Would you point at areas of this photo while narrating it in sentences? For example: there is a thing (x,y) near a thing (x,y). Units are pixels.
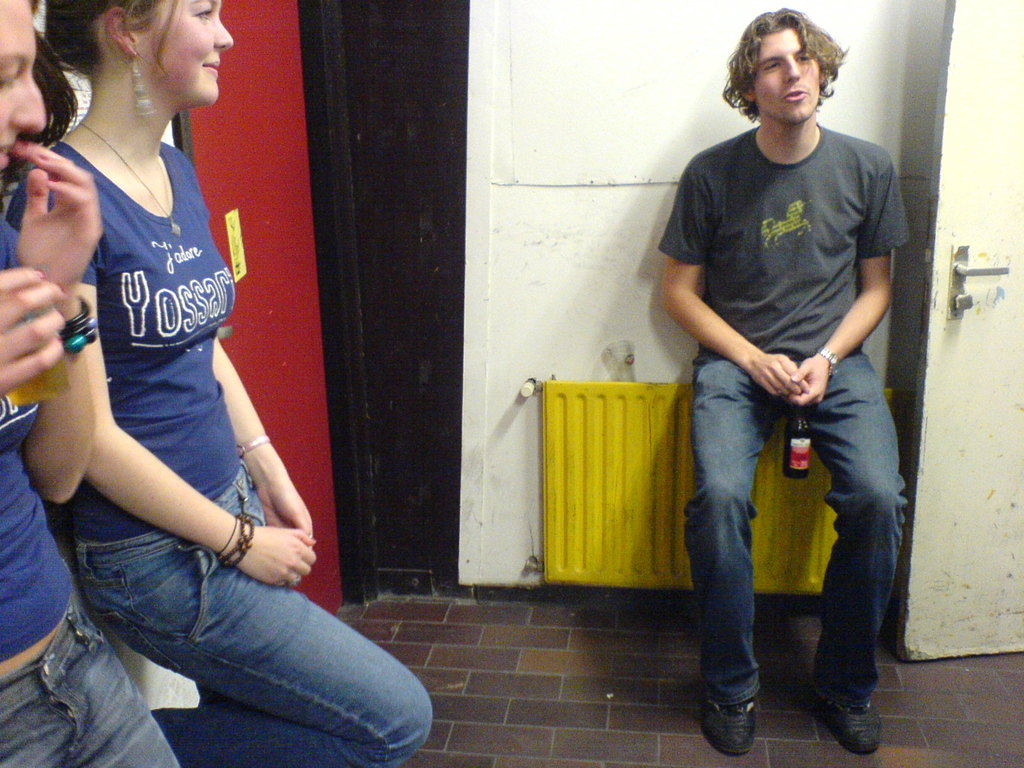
In this image I can see two women (124,337) wearing blue t shirt (151,353) and blue jeans (138,695) are standing and a man (762,296) wearing black t shirt (757,255), blue jeans (734,566) and black shoe (750,710) is sitting and holding a bottle (797,407) in his hand (782,377). In the background (657,32) I can see the white colored wall (619,64), a yellow colored object (600,443) and few surfaces (394,181) which are black and red in color and to the right side of the image (994,165) I can see the door (938,291).
